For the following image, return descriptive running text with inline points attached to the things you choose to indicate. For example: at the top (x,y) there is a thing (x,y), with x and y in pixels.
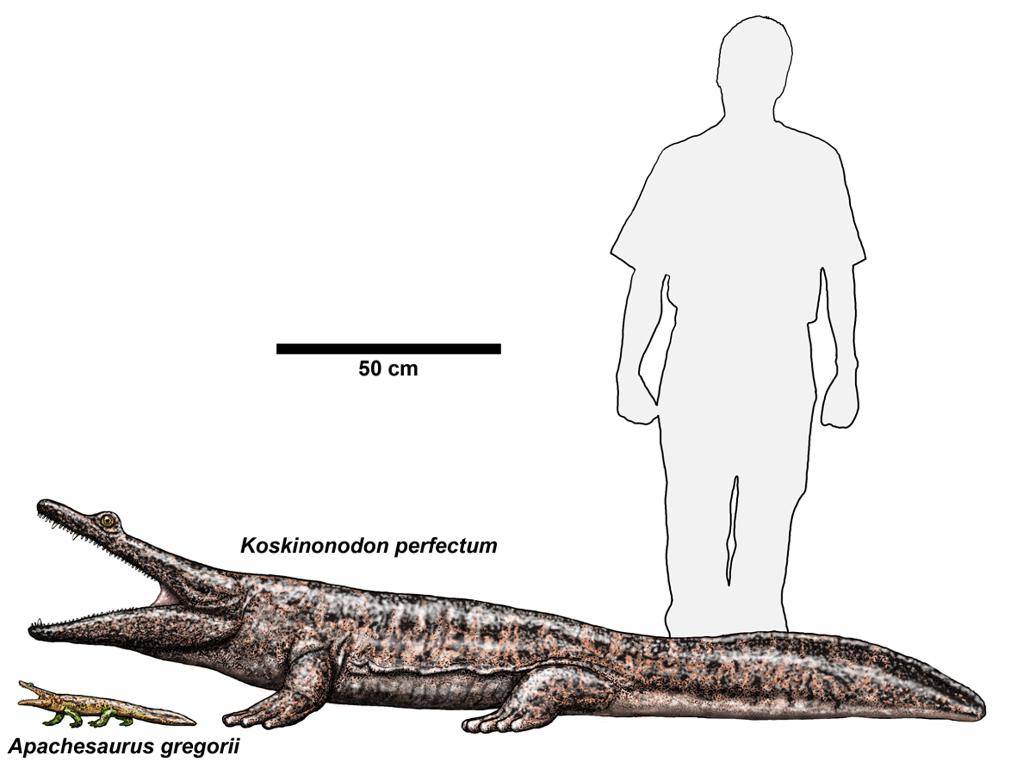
In this picture I can see a paper (380,531) on which there is a outline (700,554) of a person (700,608), some animals (246,650) and some text (63,746).
